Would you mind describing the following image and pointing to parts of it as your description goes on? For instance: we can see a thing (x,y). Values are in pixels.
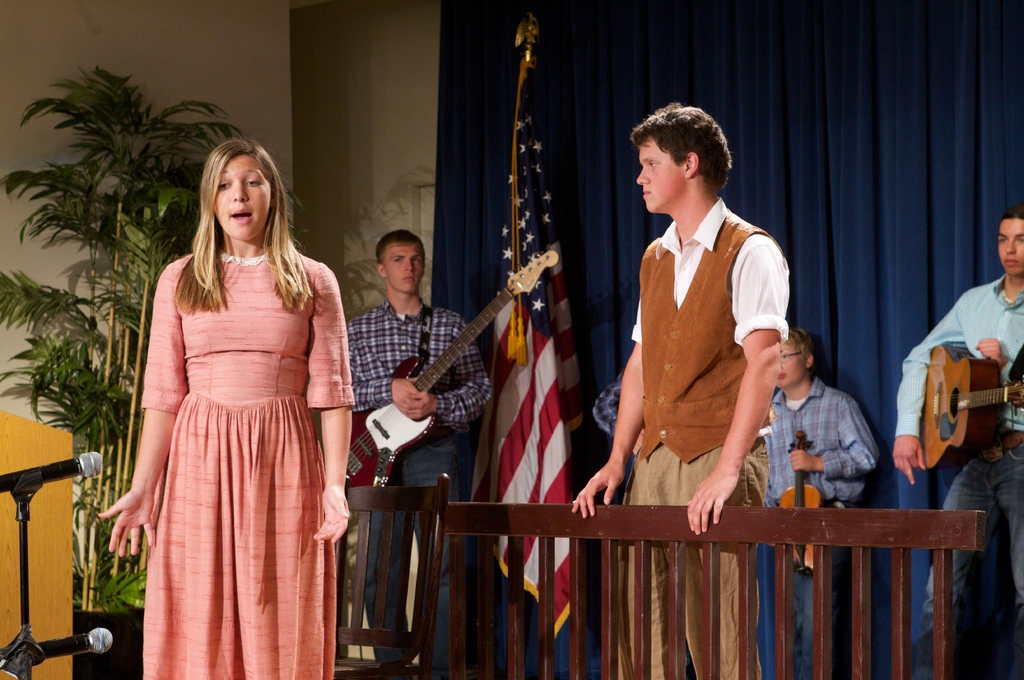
This is the picture taken in a room (379,382), there are group of people (805,386) holding a music instruments (814,486) and a woman (228,417) is singing a song. Behind the women (242,511) there are chairs (378,501), flag (555,287), curtain (669,94), flower pot (107,383) and a wall (231,80).
